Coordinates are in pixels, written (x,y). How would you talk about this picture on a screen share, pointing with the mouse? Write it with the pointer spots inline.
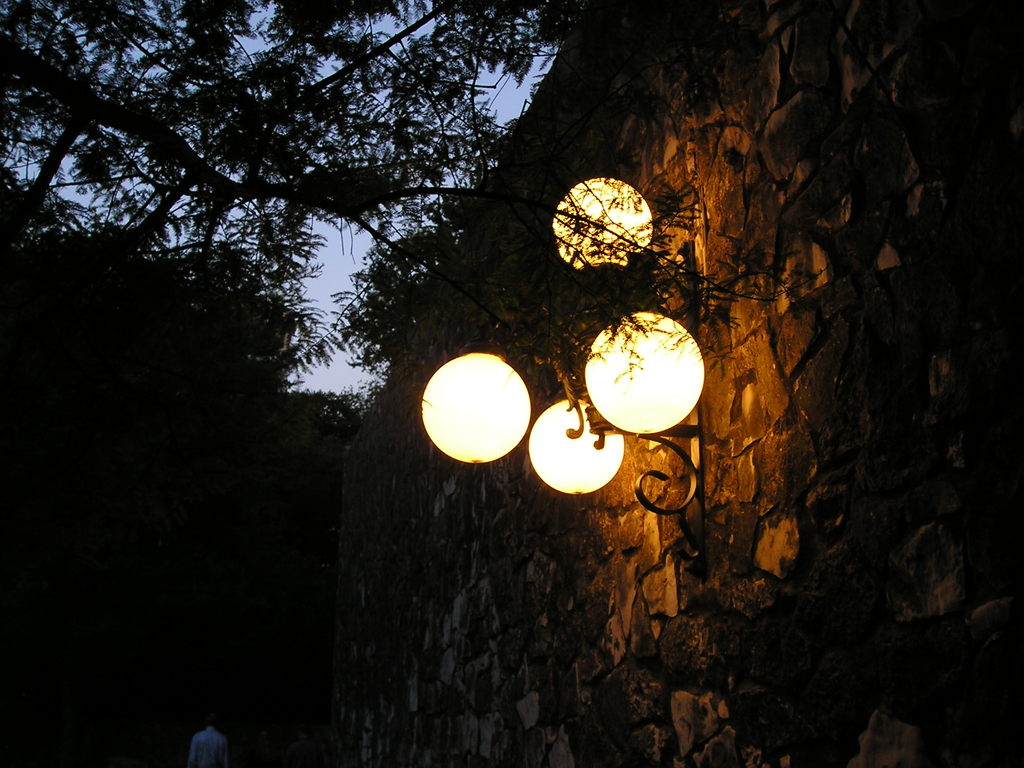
On the right side of the image (696,383) we can see the lights (680,393) with stand (691,466) are present on the wall (707,464). In the background of the image (468,268) we can see the trees (276,389). At the bottom of the image (210,743) we can see a person (213,751) is standing. At the top of the image (367,246) we can see the sky (392,231).
